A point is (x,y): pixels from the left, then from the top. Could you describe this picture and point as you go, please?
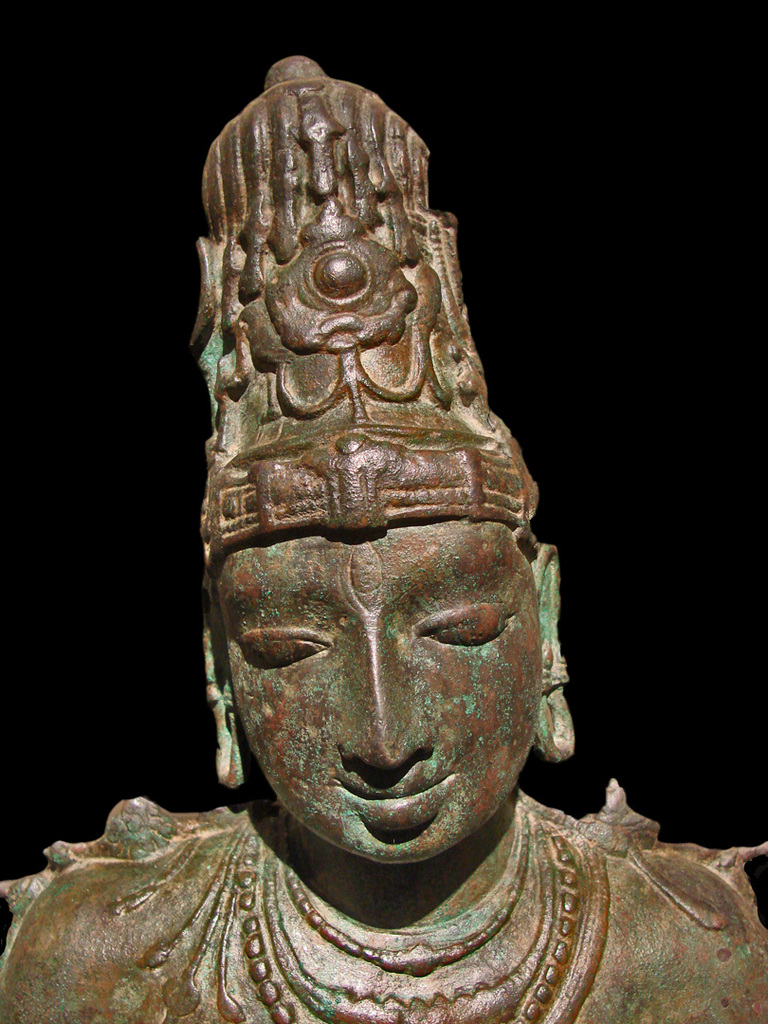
In the image in the center (345,624) we can see one sculpture (349,772), which is in brown color.
